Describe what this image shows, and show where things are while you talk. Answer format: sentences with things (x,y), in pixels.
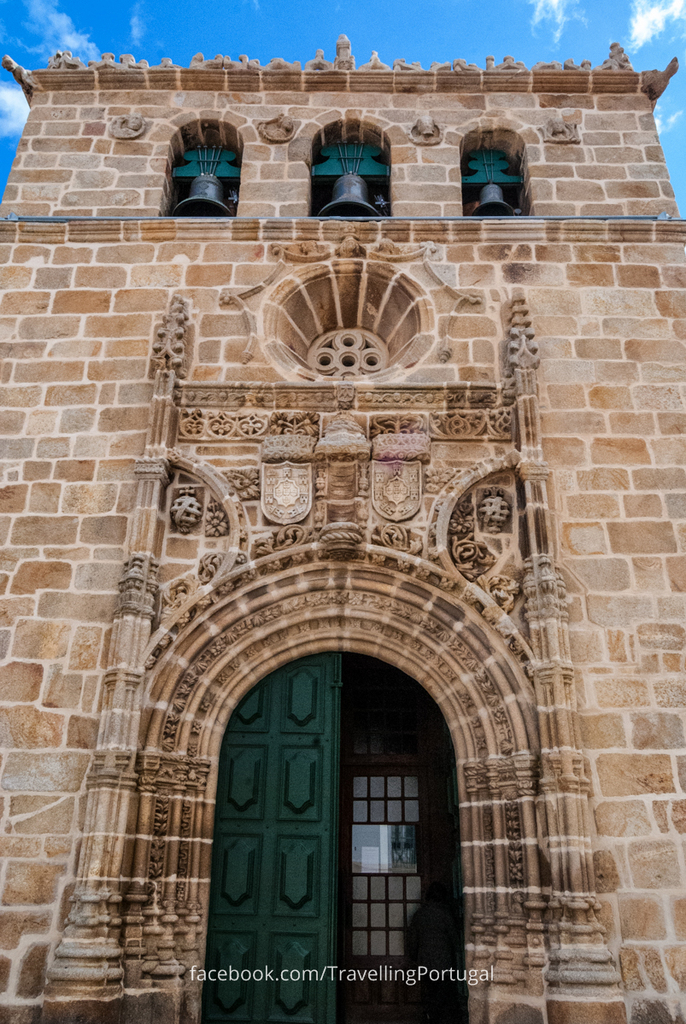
In this picture we can see a building (309,115). There are three bells (361,199) and few arches (260,614) on this building (270,959). We can see a green door (336,840) on this building (333,959). Sky (110,21) is blue in color and cloudy.
